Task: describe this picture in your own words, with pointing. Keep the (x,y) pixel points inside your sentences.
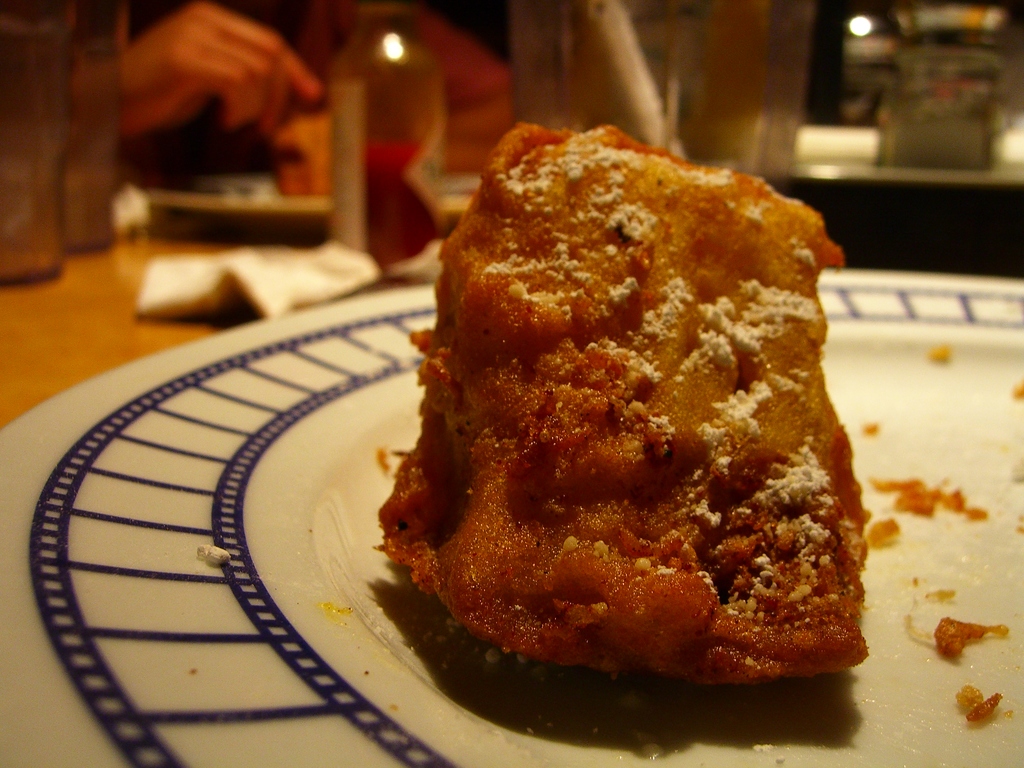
This is a zoomed in picture. In the foreground (497,410) there is a white color plate (271,506) containing some food item (590,511). In the background (263,51) there is a person (245,82) seems to be sitting on the chair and there is a table (75,320) on the top of which a bottle (370,187), glasses (60,89) and some other objects (618,83) are placed.
